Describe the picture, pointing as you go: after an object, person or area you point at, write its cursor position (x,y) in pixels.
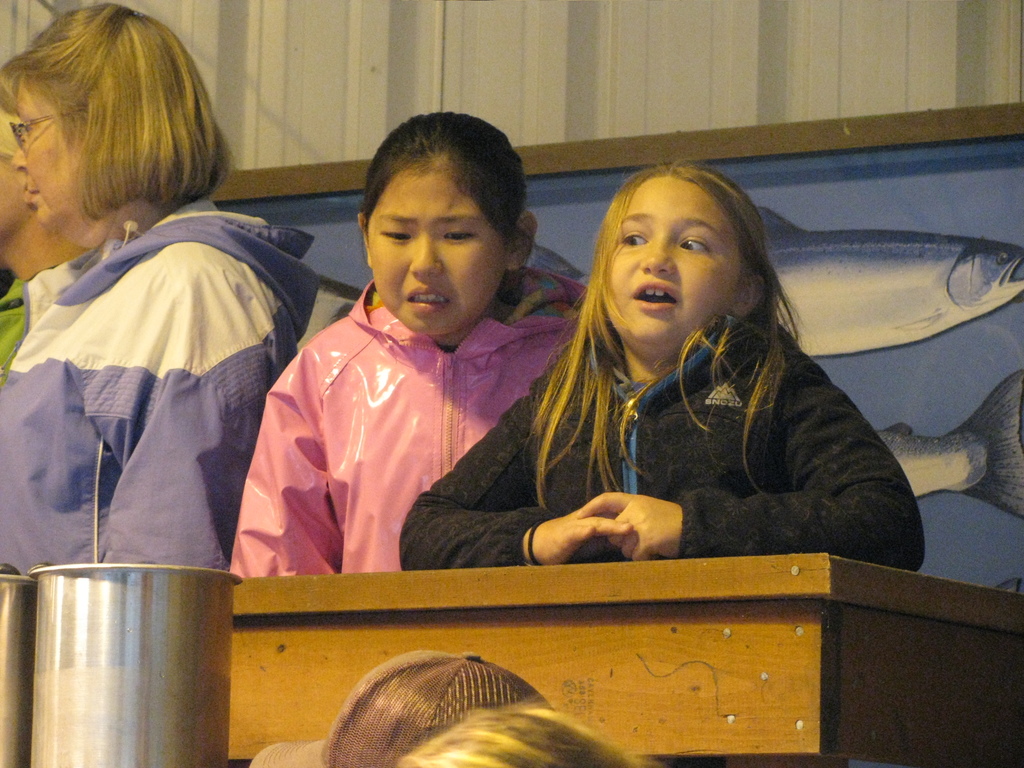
This picture describes about group of people (336,459), in the middle of the image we can see a table (641,702), and we can find painting (939,310) on the wall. At the left bottom of the image (168,666) we can see steel containers (88,619).
